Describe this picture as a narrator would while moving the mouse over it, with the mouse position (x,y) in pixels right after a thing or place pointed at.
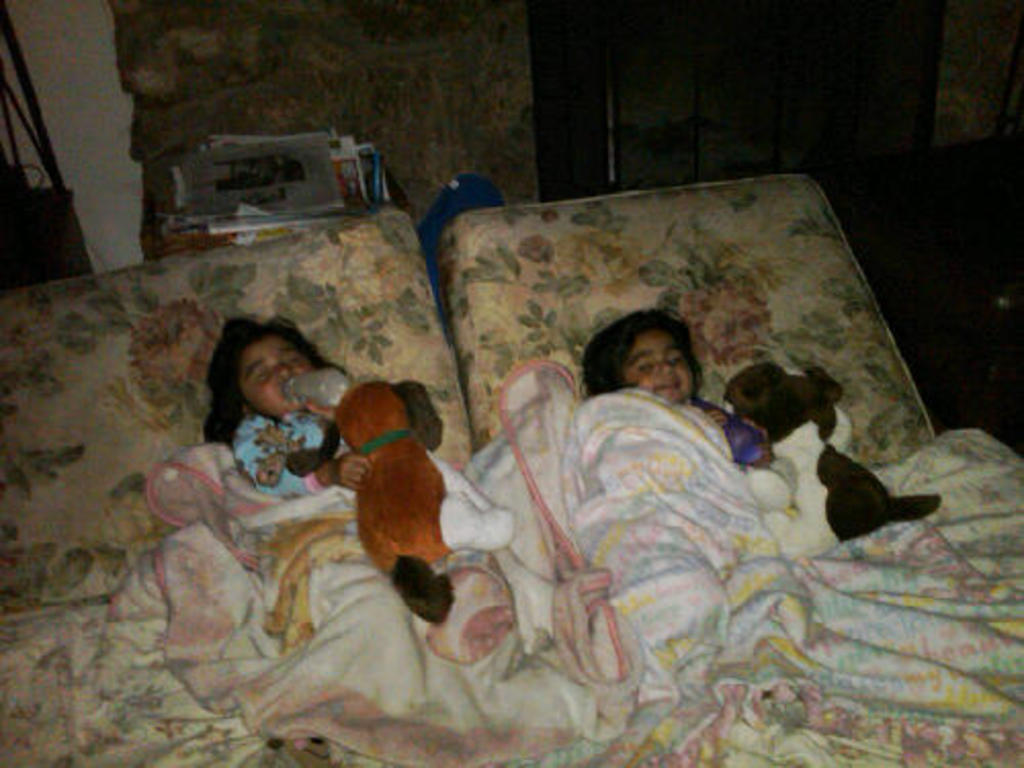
In this picture we can see two children's (329,475) sleeping on bed (110,346) with bed sheets (506,571) on them and they are holding bottles (325,393) and toys (418,514) with their hands (365,470) and drinking water (315,382) and in background (298,188) we can see papers (287,181), wall (428,47).
